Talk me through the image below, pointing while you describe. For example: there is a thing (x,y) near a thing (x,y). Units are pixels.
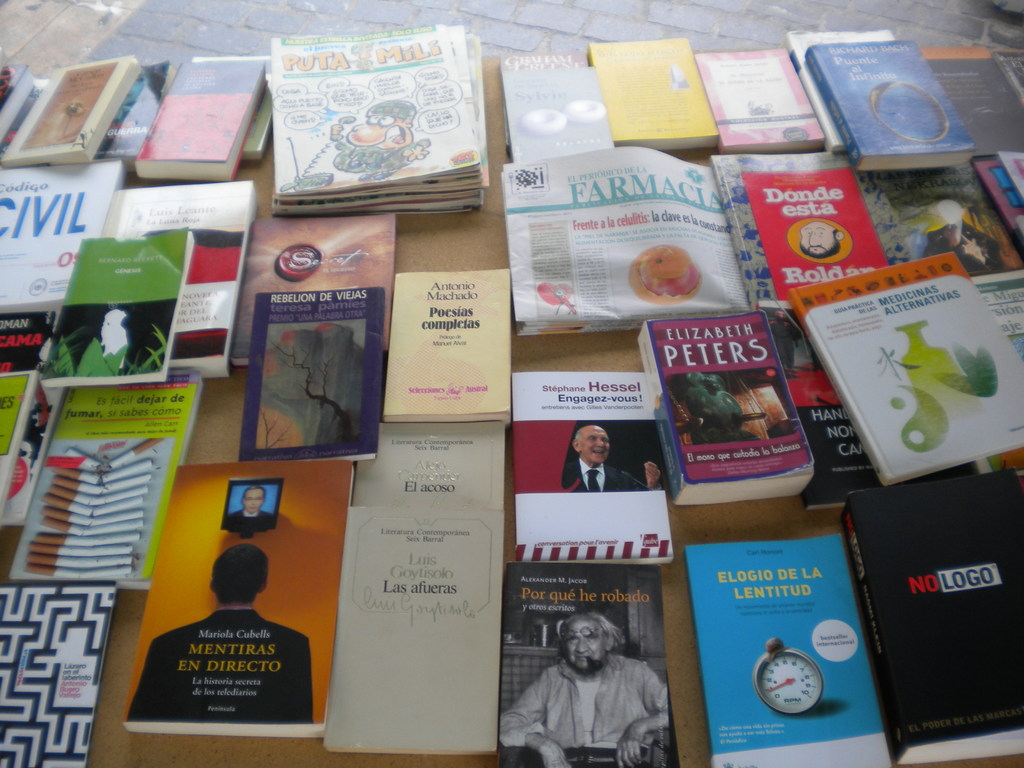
In the foreground of the picture (556,138) we can see books (1006,86) and newspapers (581,265) on a table (419,269). At the top (536,5) it is floor (204,37).
